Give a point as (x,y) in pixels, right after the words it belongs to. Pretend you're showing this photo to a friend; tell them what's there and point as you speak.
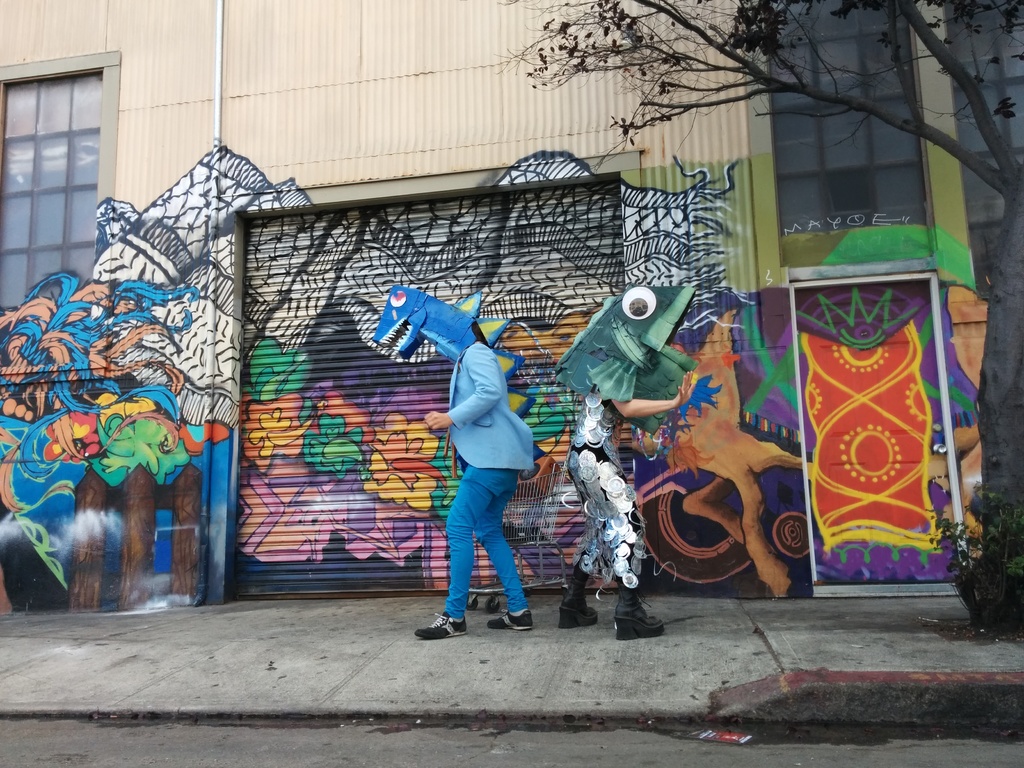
In this image in the center (518,433) there are persons (517,417) wearing mask (627,390). In the background (200,214) there is painting (464,238) on the wall (149,198). On the right side (1004,406) there is a tree (1012,381) and there are windows (72,162).
